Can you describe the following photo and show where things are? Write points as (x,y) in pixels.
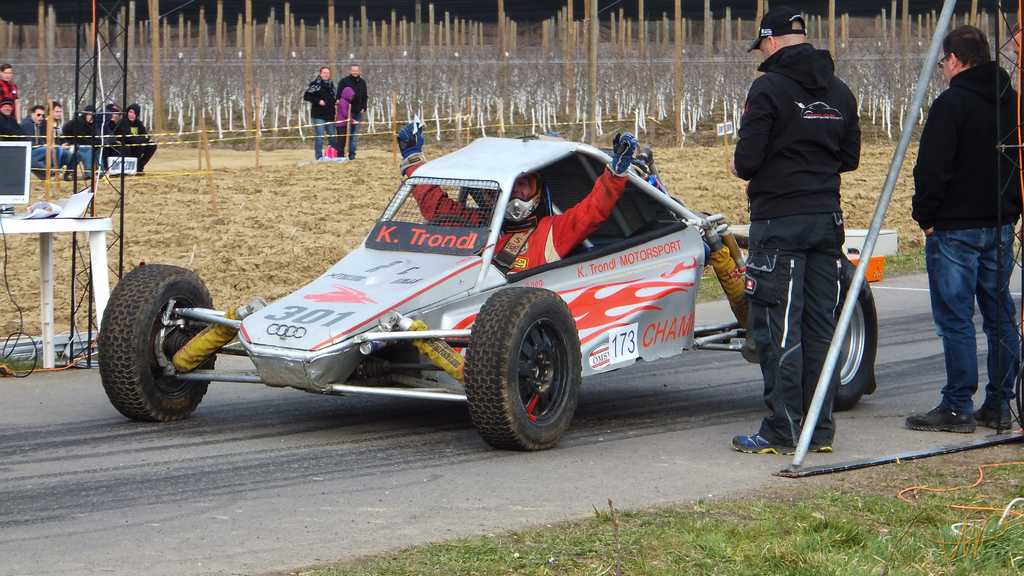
In this image we can see a vehicle (398,311) on the road (420,410). On the vehicle (305,337) something is written. Also there is a person (541,224) wearing helmet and gloves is sitting in the vehicle (485,262). Near to the vehicle (597,232) two persons (825,175) are standing. One person (739,149) is wearing a cap (766,27). Also there is a rod (857,292). On the left side (16,225) there is a table (50,229). On the table (30,223) there is a computer (25,184) and some other items (51,214). In the back (346,93) there are few people (346,93) standing and few people (81,129) are sitting. On the ground (741,541) there is grass (873,474). In the background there are poles (589,87).
